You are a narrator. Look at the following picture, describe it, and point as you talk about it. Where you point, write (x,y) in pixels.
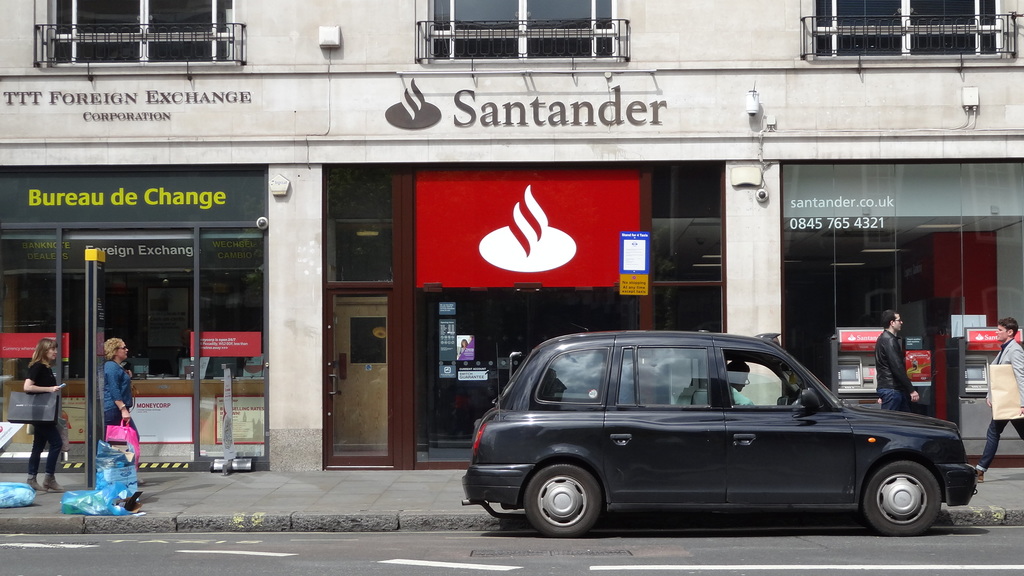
In this image we can see there is a vehicle (611,479) on the road (576,539) and the person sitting in the vehicle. And there are people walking on the ground (159,494) and holding bags (118,434). At the back (312,404) there is a building (278,144) with doors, windows (178,339) and board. And there are covers (89,494) beside the pole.
